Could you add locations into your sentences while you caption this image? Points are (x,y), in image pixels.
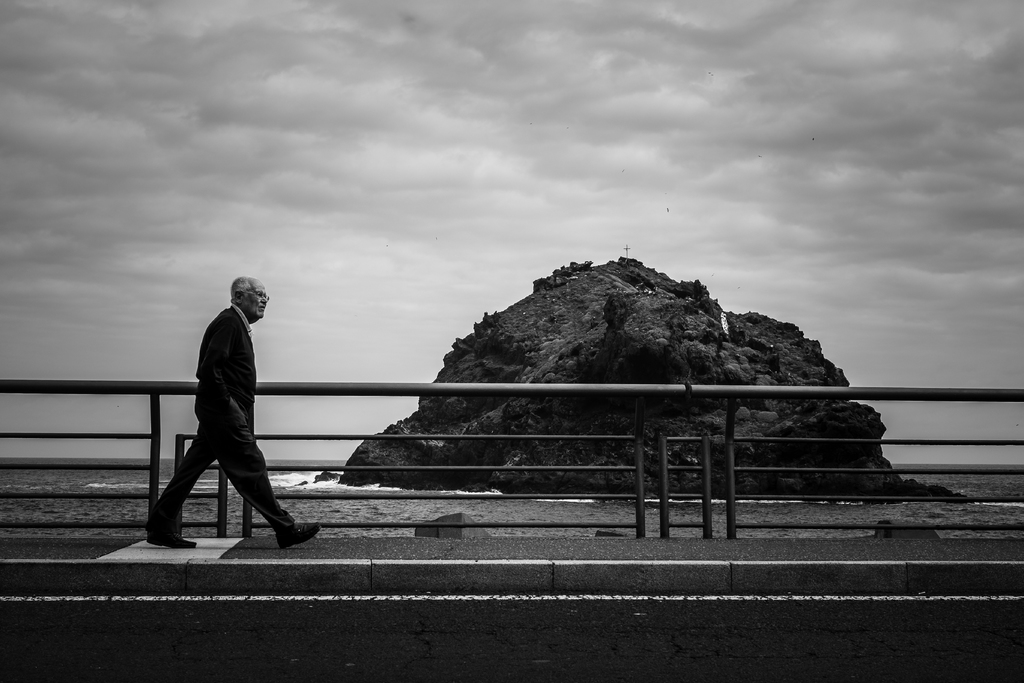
In this picture I can see a person (208,411) walking on the walkway (473,573). I can see the road (611,682). I can see water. I can see the metal grill fence (193,388). I can see clouds (359,148) in the sky (617,104).
